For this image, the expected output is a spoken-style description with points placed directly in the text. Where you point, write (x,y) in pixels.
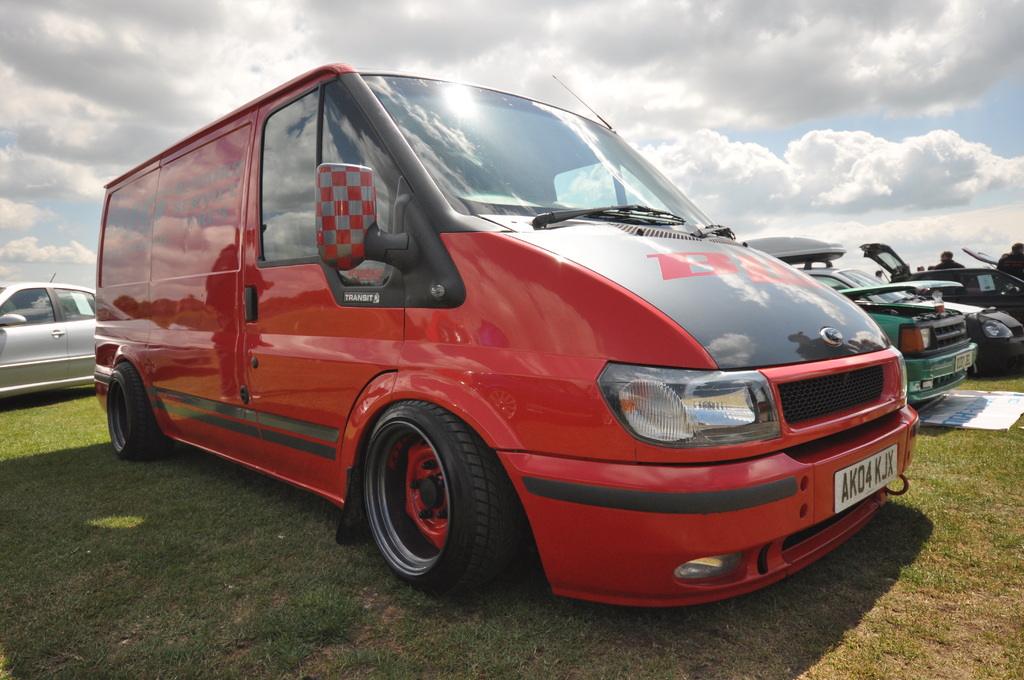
In this image I can see few vehicles (820,308) on the ground (958,648). There is some grass (122,540) on the ground (913,644). At the top (663,98) I can see clouds (589,71) in the sky (150,40).
